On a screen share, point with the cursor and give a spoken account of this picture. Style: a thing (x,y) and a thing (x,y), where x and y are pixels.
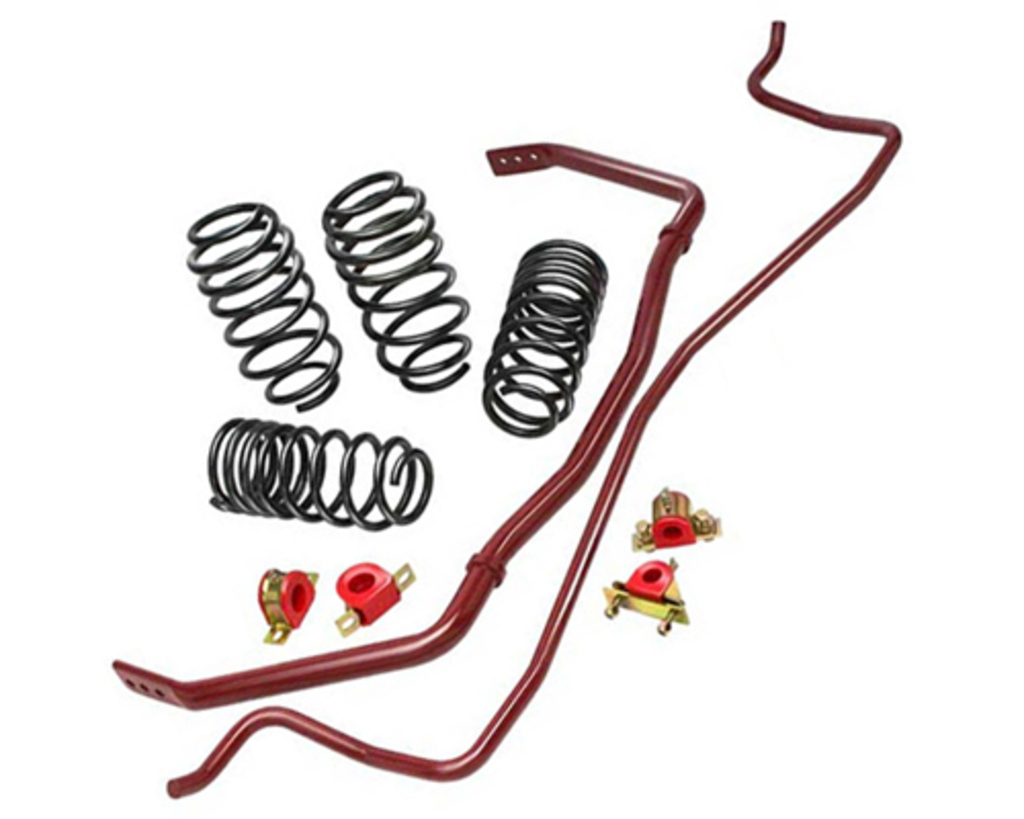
In this image, we can see some springs (395,274), we can see metal rods (680,222), there are some objects (671,575), there is a white background (34,712).
